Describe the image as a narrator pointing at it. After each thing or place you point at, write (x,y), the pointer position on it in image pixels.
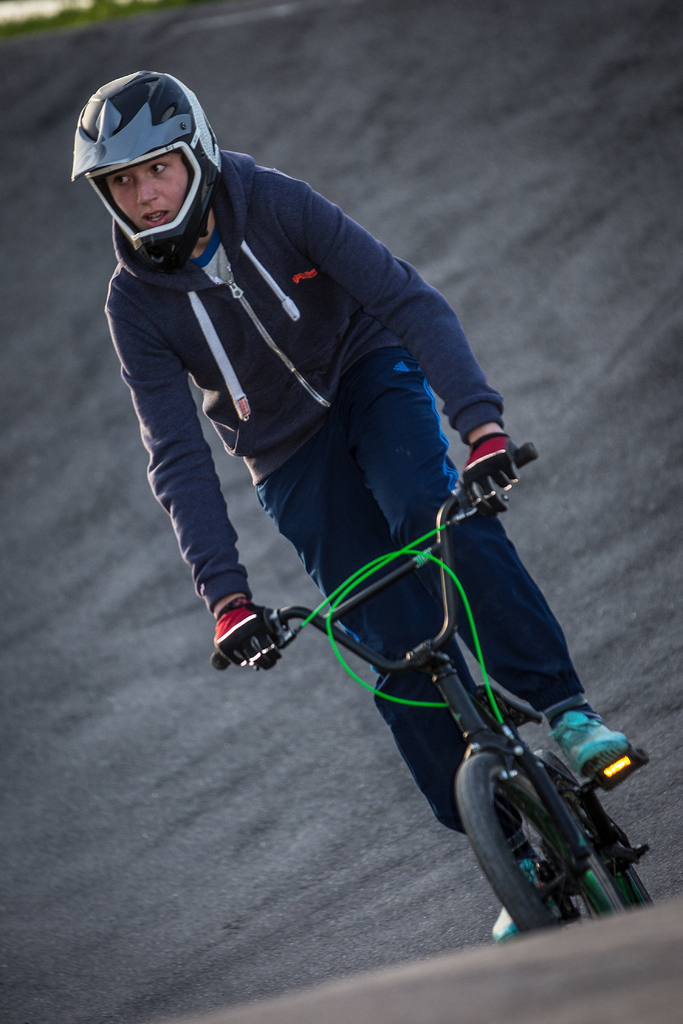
In the center of the image (304,545) we can see a person (262,361) riding bicycle (526,819). At the bottom (531,935) there is a road (491,987).
